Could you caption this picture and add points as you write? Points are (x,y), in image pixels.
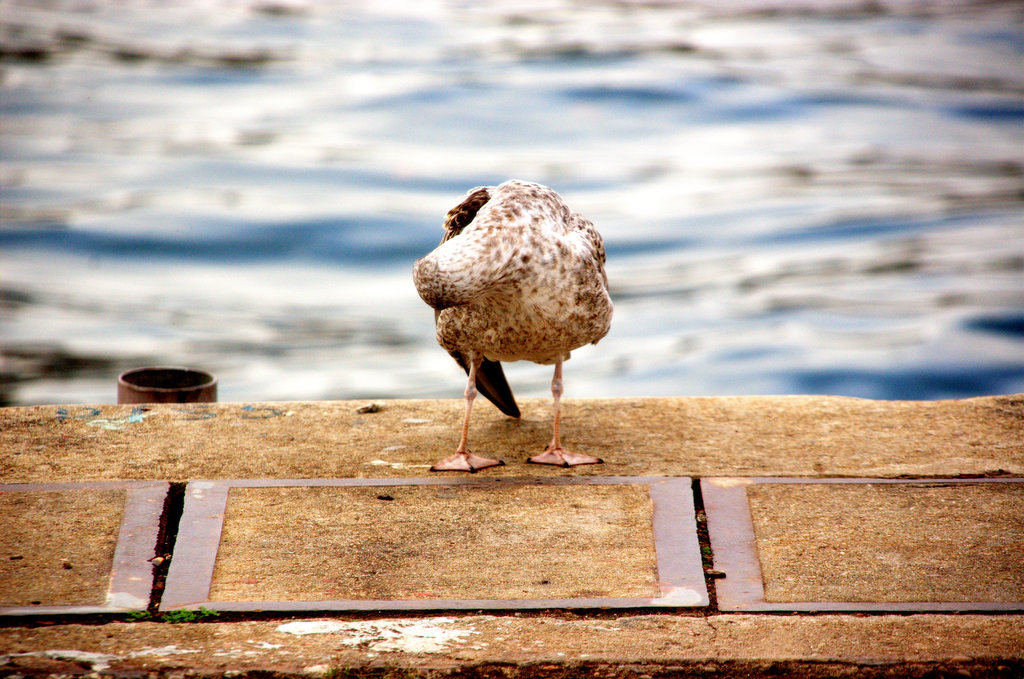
In this image we can see a bird (519,415) standing on a surface (1008,495) and there is water (535,395) behind it.
